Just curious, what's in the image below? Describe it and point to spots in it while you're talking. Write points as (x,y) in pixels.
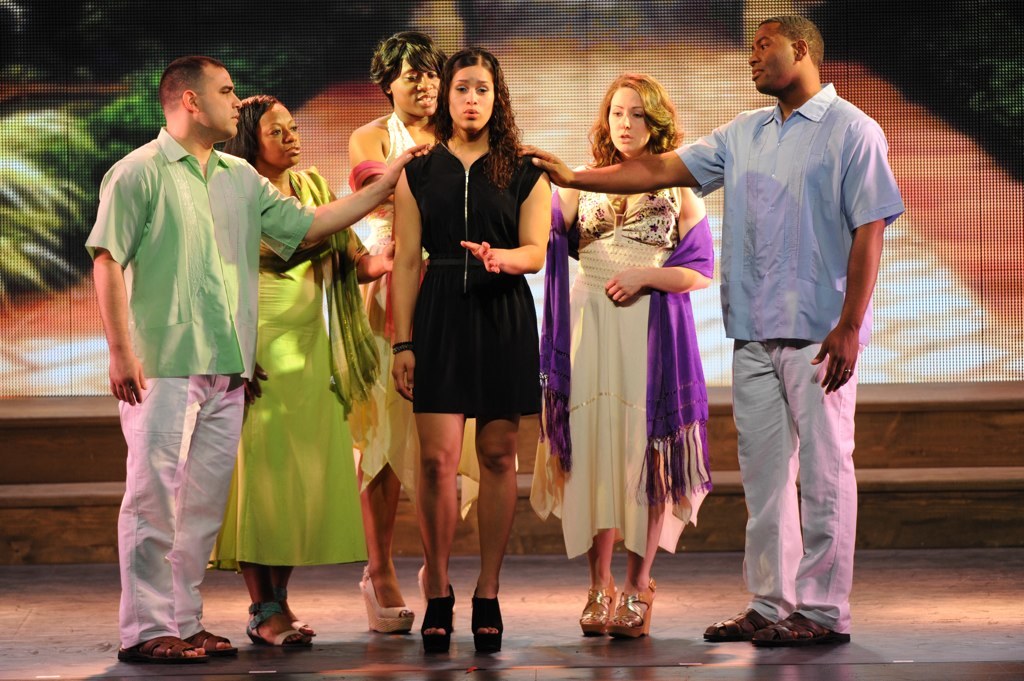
In the picture I can see a woman (517,321) wearing black dress (437,401) is standing at the center of the image (424,377) and a man (865,277) wearing blue shirt (755,316) and a woman (688,258) wearing white dress (612,315) is standing on the right side of the image (819,494). On the left side of the image (200,334) we can see a man (196,402) wearing green shirt (188,329) and white pant (175,485) and a woman (319,438) wearing green dress (310,430) and another woman (392,144) wearing white dress (398,406) are standing. In the background (504,5), we can see a projector screen (44,281) on which something is displayed.
